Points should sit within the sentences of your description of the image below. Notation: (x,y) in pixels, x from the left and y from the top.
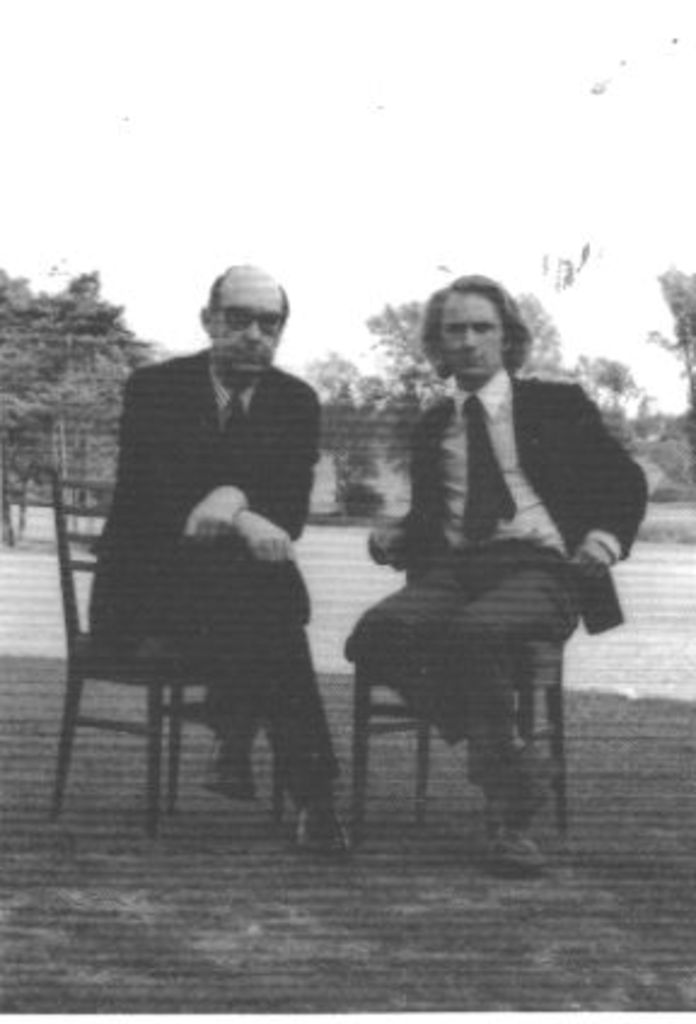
In this image there are two person (236,730) sitting on the chair (411,714) wearing black color jacket (421,459), back side of them there are some trees (112,316) visible and background (132,169) there is a white color visible.
